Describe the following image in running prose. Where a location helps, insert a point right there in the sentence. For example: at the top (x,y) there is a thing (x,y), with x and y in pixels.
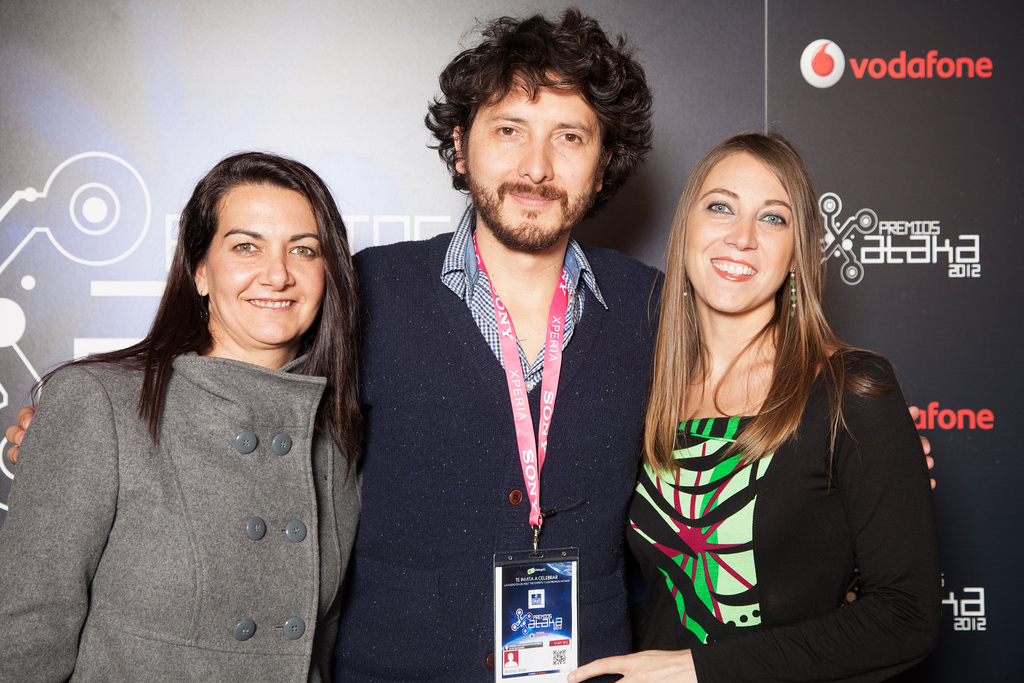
As we can see in the image in the front (421,630) there are three persons (506,550) standing. Behind them there is a banner (343,48). The man (589,465) standing in the middle (411,297) and the woman (694,627) standing on the right side (806,513) are wearing black color dresses (642,474). The woman (319,368) standing on the left side (144,564) is wearing grey color jacket (82,556).
